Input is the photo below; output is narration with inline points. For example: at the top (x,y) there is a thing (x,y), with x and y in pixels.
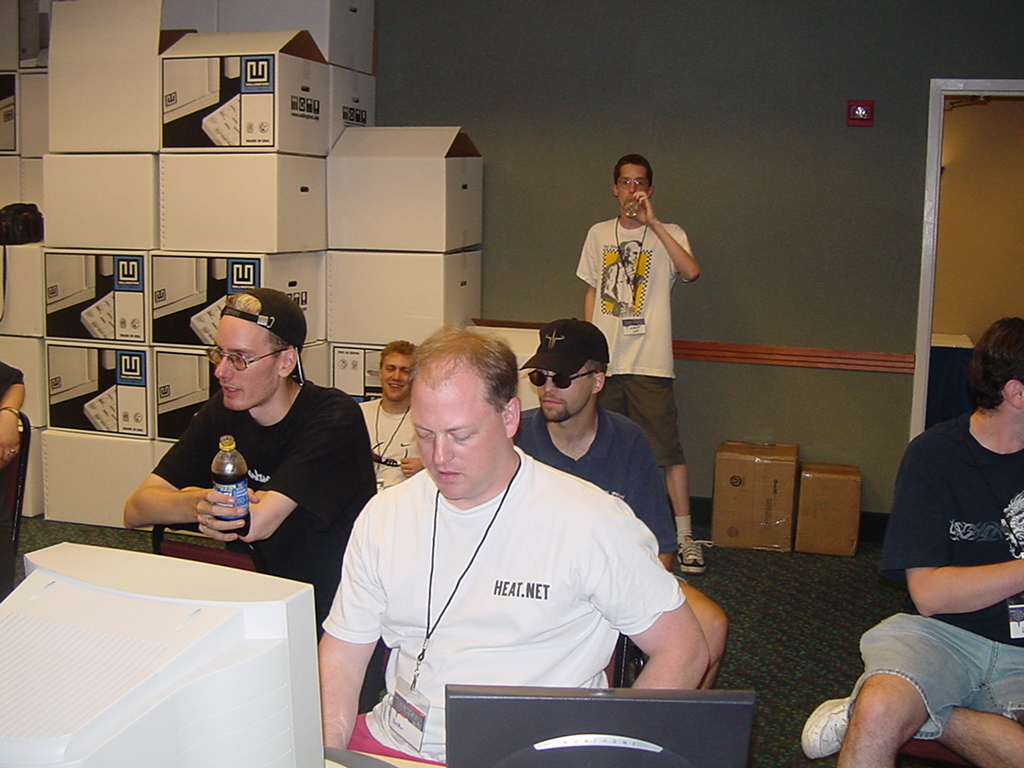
In this picture we can see a group of people (842,718) sitting on chairs (10,527) and a man (676,460) standing on the floor (703,535), boxes (48,379), monitors (277,760) and in the background (505,268) we can see wall (779,355).
